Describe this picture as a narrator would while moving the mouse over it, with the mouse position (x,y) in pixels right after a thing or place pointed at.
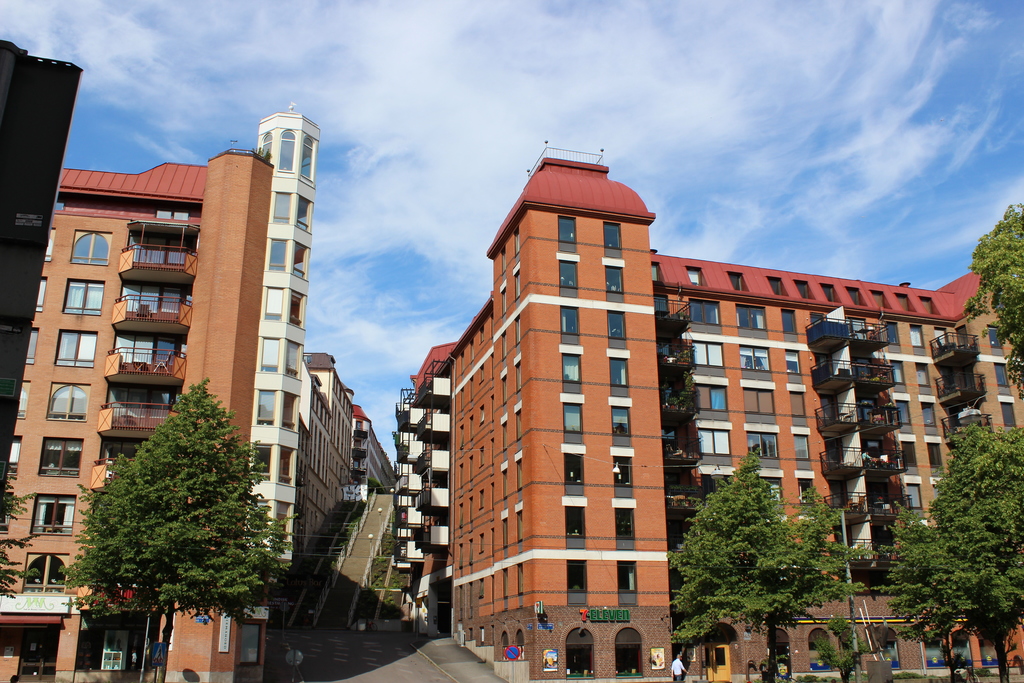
In this image there are trees (929,537) and buildings (410,520), in the middle of the building (433,545) there is a road (320,643) and steps (370,513), in the background (382,122) there is sky (379,119).
